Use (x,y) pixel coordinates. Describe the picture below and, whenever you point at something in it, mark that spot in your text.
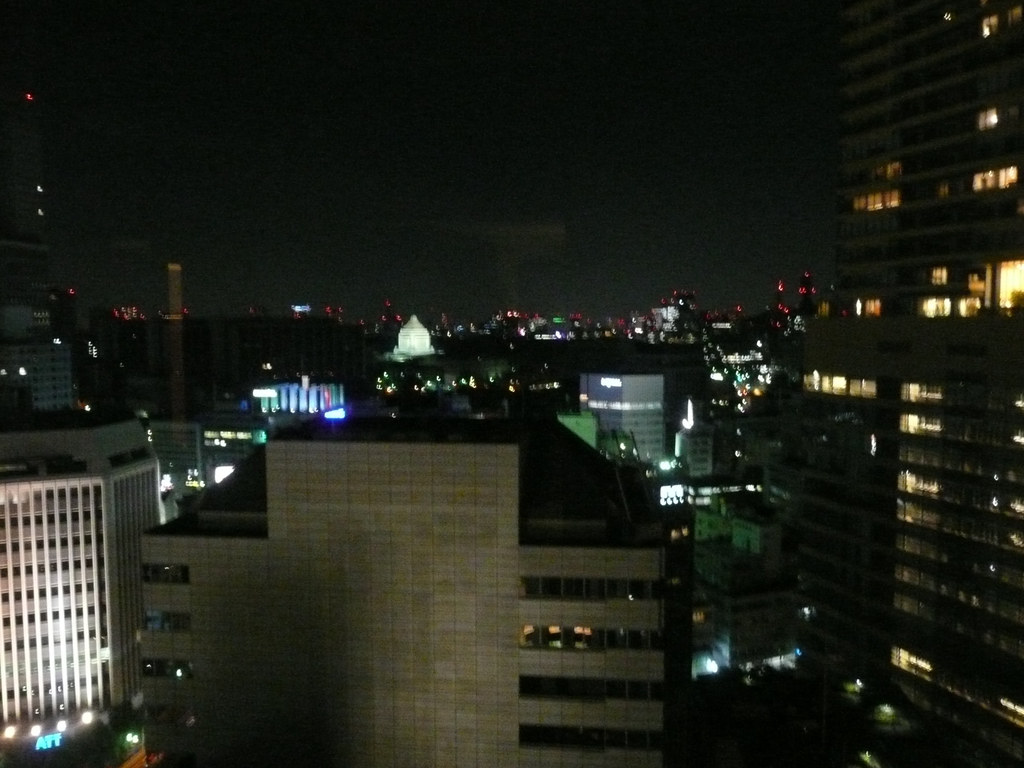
The image is an aerial view of a city (363,381). In this picture we can see buildings (230,381) and lights (421,387). Sky (785,103) is dark.
